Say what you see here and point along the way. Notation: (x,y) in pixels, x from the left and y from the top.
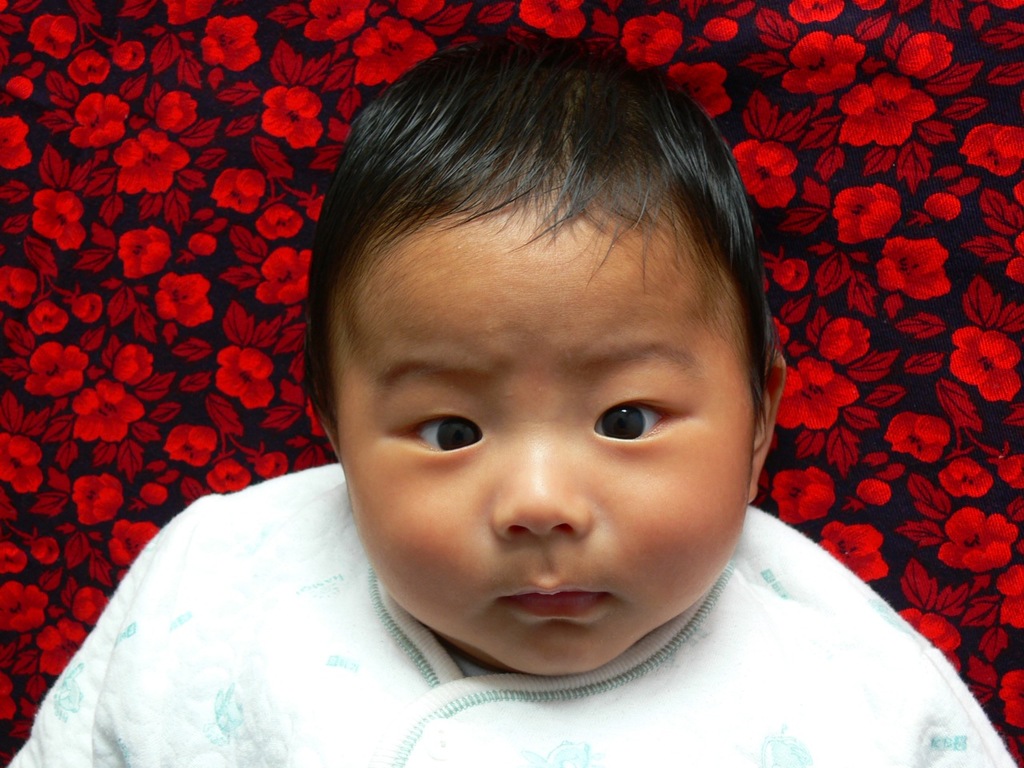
In the image there is a baby (433,541). Behind the baby (505,543) there is a floral cloth (941,307).
